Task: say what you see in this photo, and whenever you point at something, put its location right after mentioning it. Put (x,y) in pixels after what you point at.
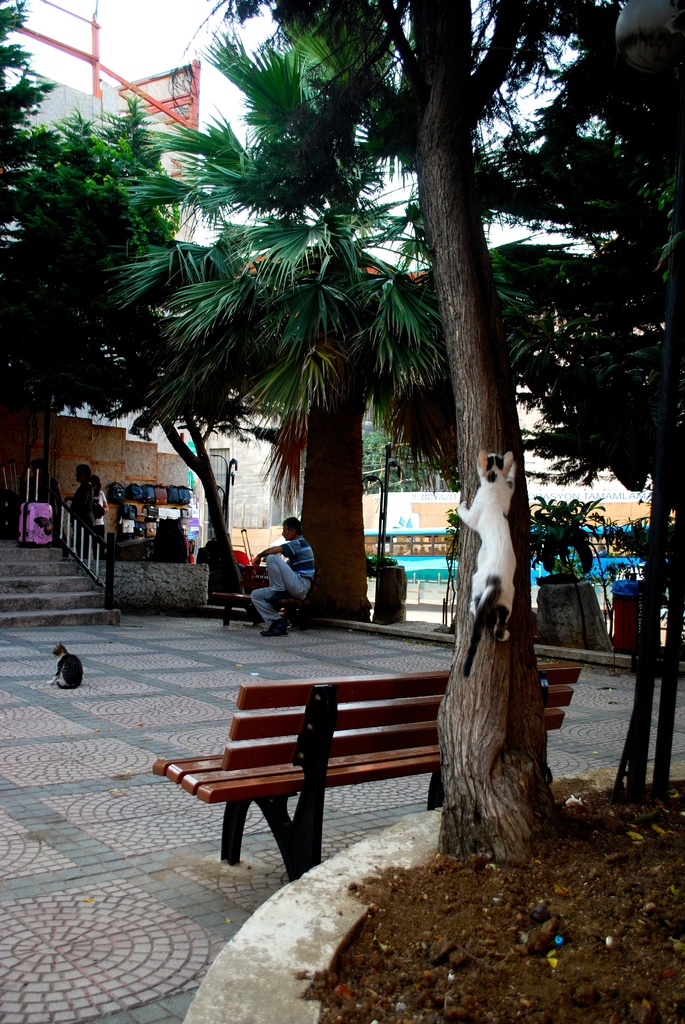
In this image i can see a cat (503,494) climbing the tree (512,515) at the back ground (70,601) i can see a bench (389,711), a person (295,523) sitting, stairs (98,590) and a building (80,433).
